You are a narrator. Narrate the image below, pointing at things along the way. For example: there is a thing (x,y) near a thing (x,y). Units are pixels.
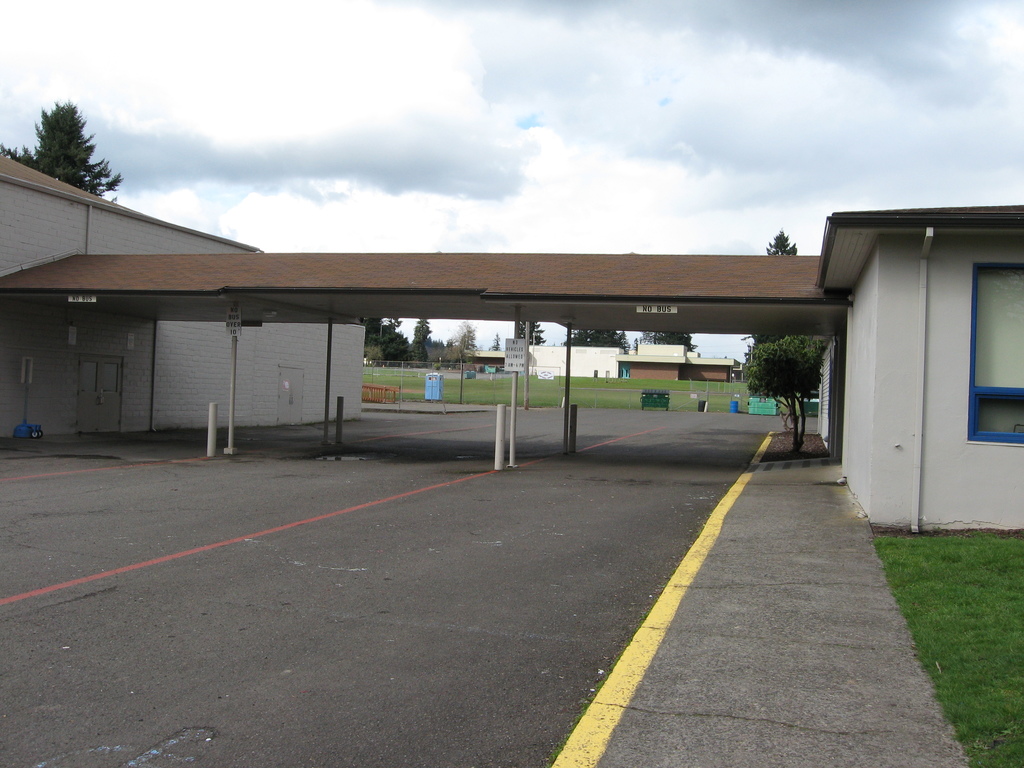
In this image there is a road (507,625). There is grass (980,619) on the right side (980,619). There are houses (873,425) on the both sides. There is a roof (525,296) attached from one to another. There is grass (543,395) in the background (537,389). There are trees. There are clouds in the sky (394,248).
